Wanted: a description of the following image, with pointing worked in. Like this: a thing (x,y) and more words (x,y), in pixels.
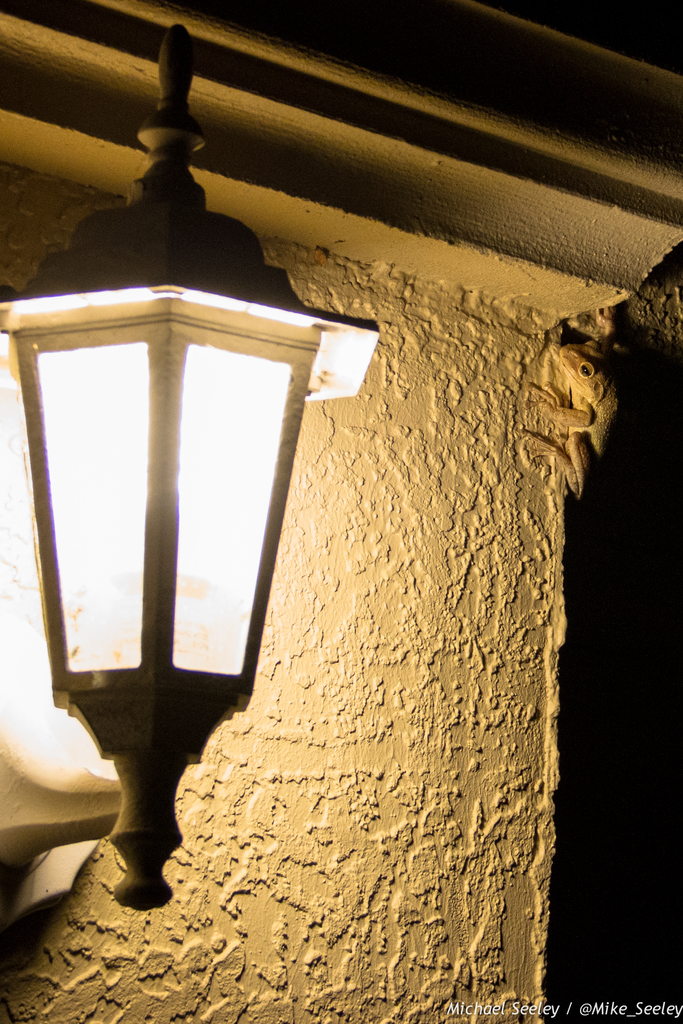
In this image in the foreground (186,497) there is one light (193,475), and in the background (461,655) there is a wall (433,786) and on the wall (292,805) there is one frog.
